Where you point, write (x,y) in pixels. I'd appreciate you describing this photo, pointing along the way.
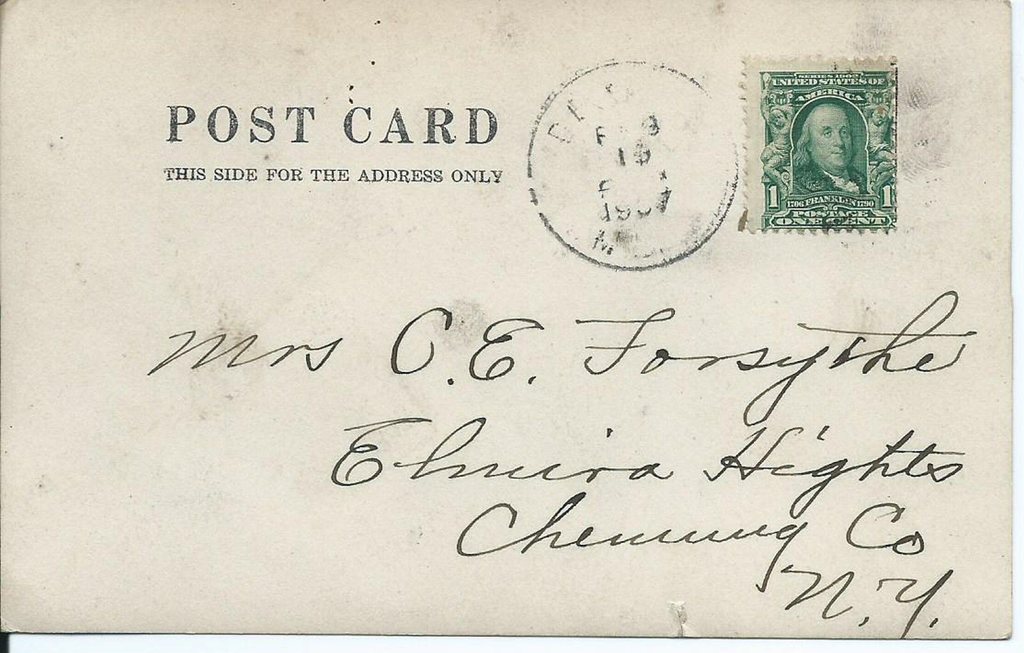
In this image we can see a letter (353,550) which is placed on the surface (271,638). We can also see a post stamp (888,214), a logo (693,249), some text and some written words (619,466) on it.
